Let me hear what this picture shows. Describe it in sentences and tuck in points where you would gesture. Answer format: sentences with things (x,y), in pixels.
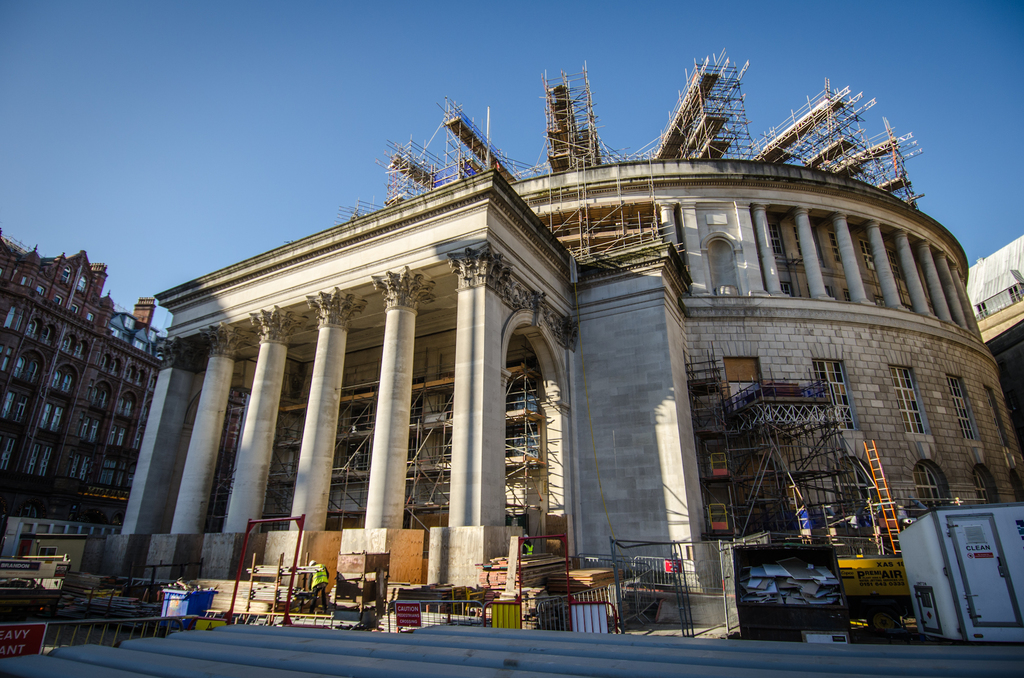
In this picture we can see a place under construction (837,199) with many pillars (399,285), poles (593,127), a ladder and many other things (206,593). In the background (117,416), we can see other buildings (138,315). The sky (181,185) is blue.
